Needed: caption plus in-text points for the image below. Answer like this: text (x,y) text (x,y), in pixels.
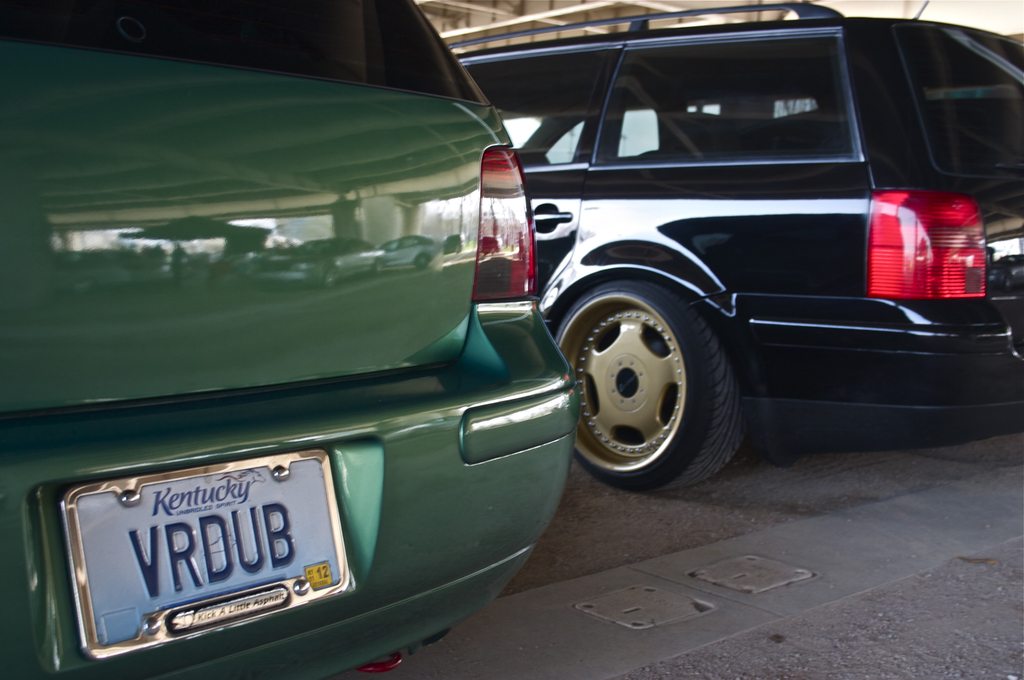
In this image, I can see two cars (595,416), which are green and black in color. I think these cars (482,538) are parked. On the left side of the image (214,631), I can see a registration plate (168,601), which is fixed to a car (193,467).
